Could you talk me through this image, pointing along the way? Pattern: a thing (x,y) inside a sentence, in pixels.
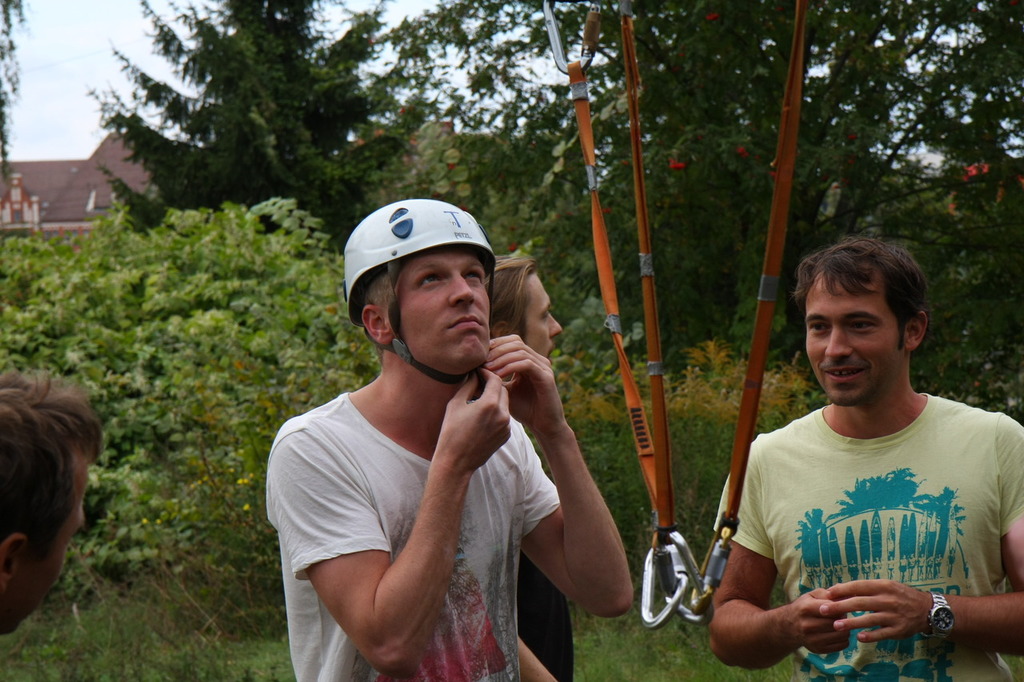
In this image we can see men (564,511) standing on the ground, hooks (599,7) to which ropes (641,152) are tied, plants (140,289), grass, trees (217,173), buildings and sky (37,54).
